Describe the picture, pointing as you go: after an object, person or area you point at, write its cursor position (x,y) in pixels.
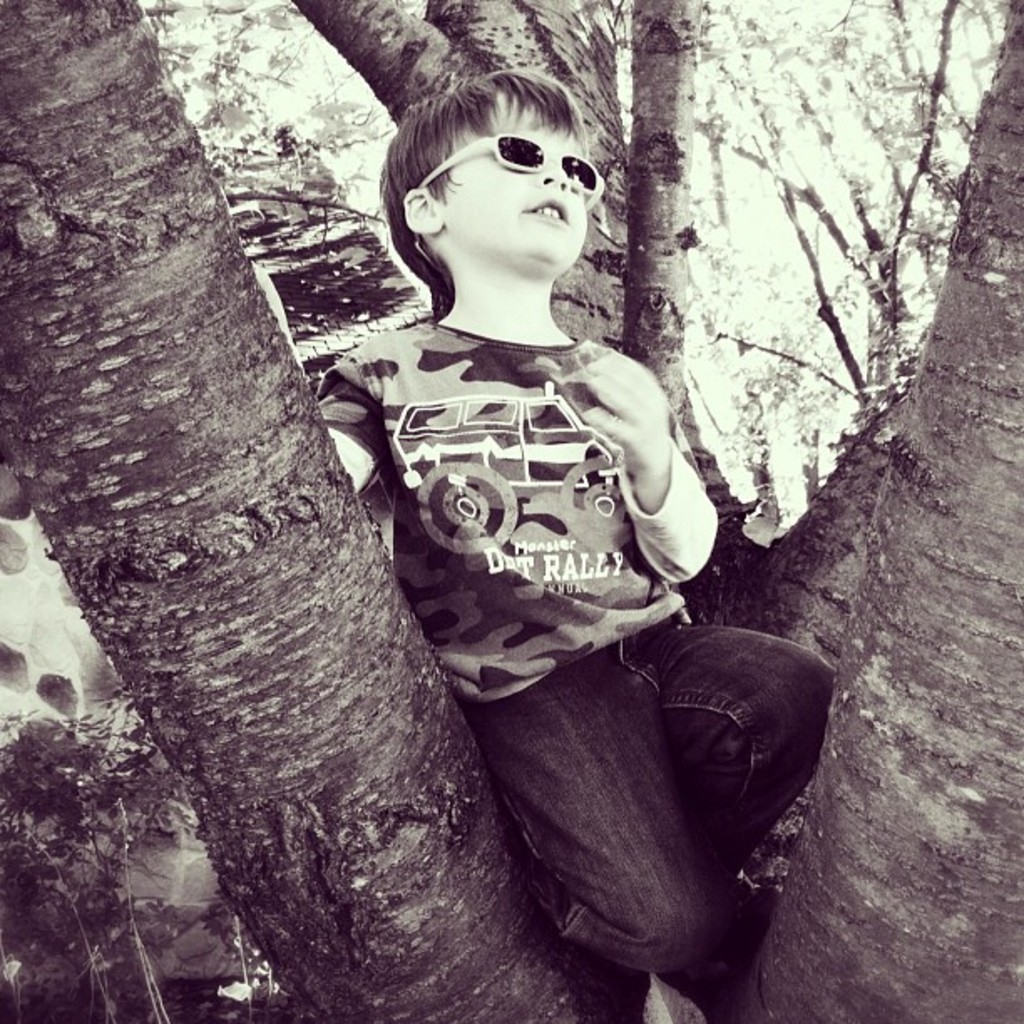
This is a black and white image. Here I can see a boy (502,625) is sitting on a tree trunk (291,449). He is wearing t-shirt (550,626), jeans (606,797) and looking at the upwards. On the top of the image (789,70) I can see the leaves (752,107) of a tree (889,97). On the left bottom of the image (101,868) there is a plant (95,978).
